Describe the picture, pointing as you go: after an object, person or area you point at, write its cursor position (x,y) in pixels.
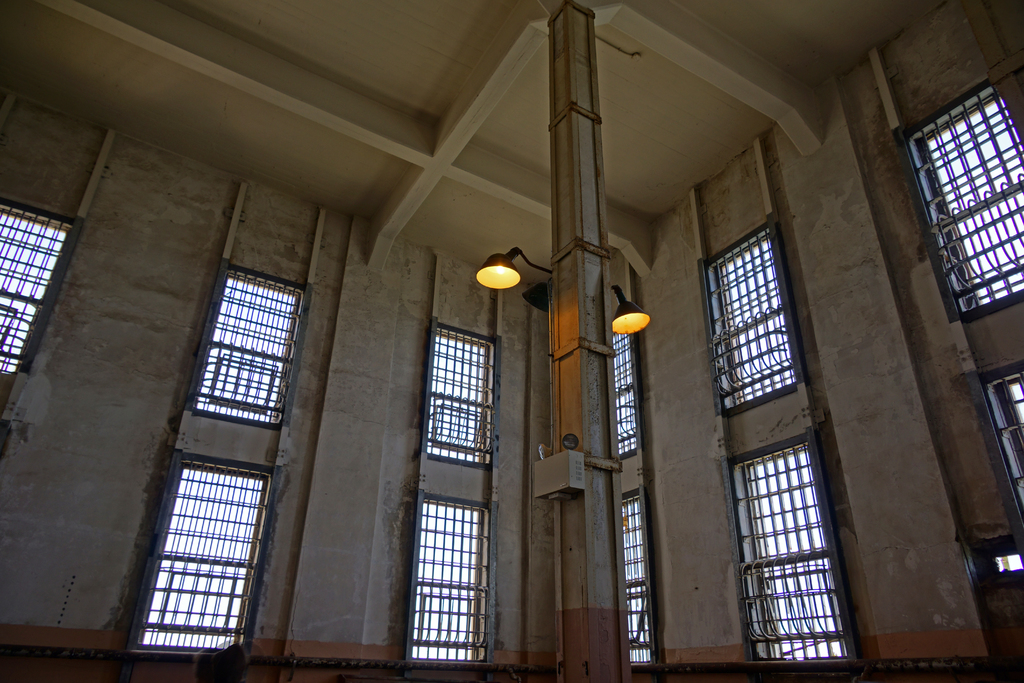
This is an inside view of a building (337,199) and here we can see windows (481,377), lights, a pole (610,583) and we can see some rods (829,644). At the top (415,53), there is a roof (391,61).
